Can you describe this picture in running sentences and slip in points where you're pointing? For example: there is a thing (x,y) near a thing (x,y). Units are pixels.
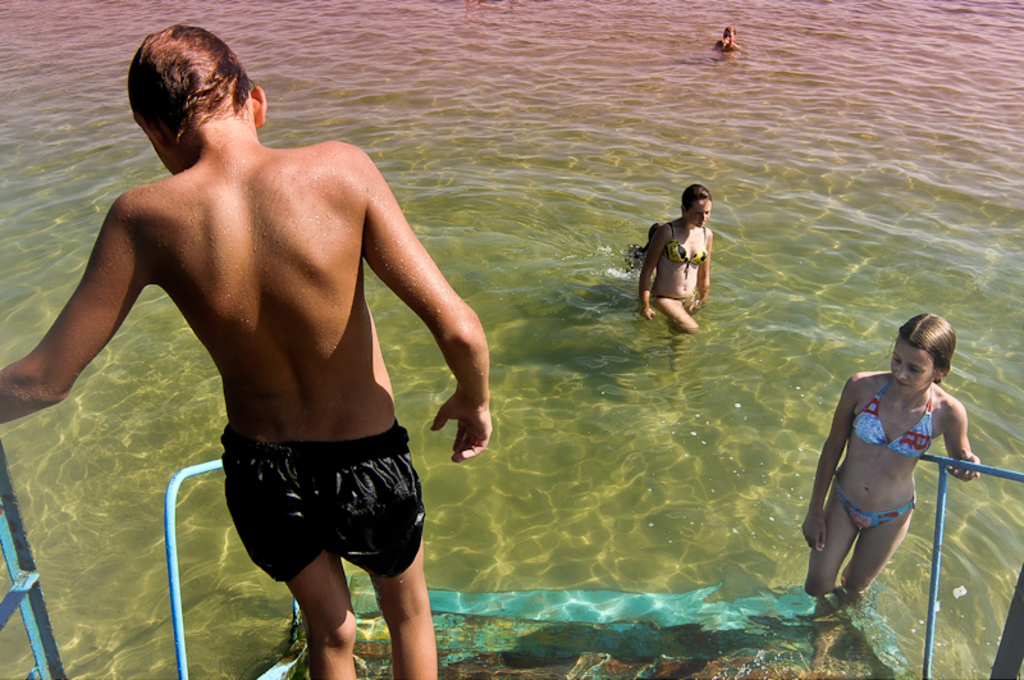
In this image we can see some persons (261,495) wearing shorts (408,461) and bikinis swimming in the water (510,266), at the foreground of the image (335,575) there are two persons (891,482) who are walking on the stairs (709,673).
